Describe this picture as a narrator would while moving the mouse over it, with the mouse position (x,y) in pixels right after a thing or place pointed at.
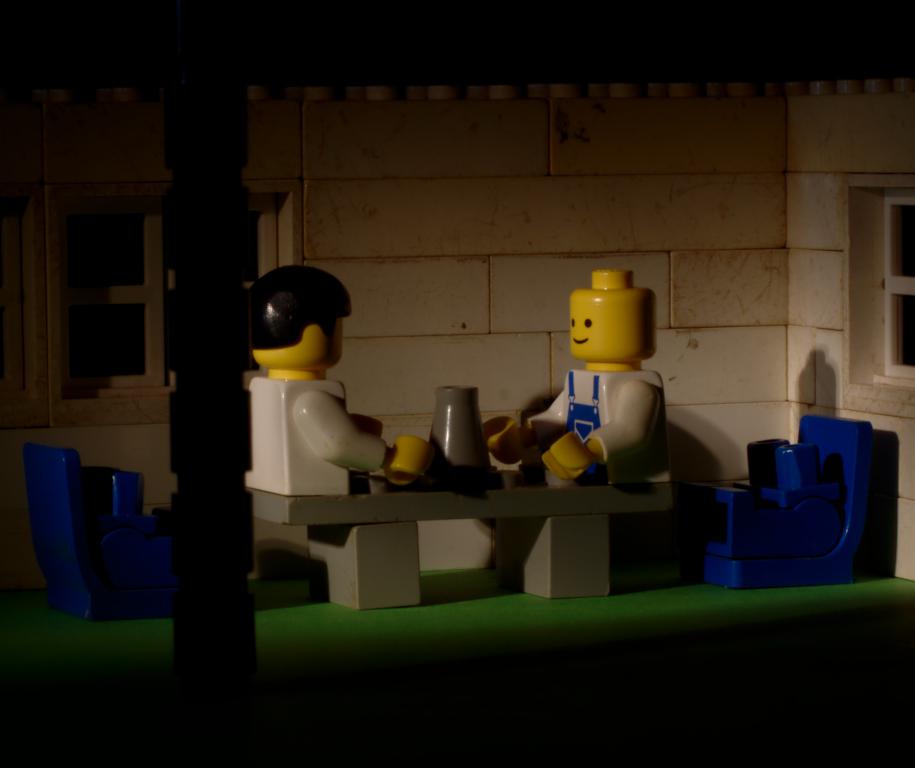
We can see toys (409,443) on the table (409,485) and we can see toy chairs (727,535). We can see wall (894,401) and windows (871,325).
